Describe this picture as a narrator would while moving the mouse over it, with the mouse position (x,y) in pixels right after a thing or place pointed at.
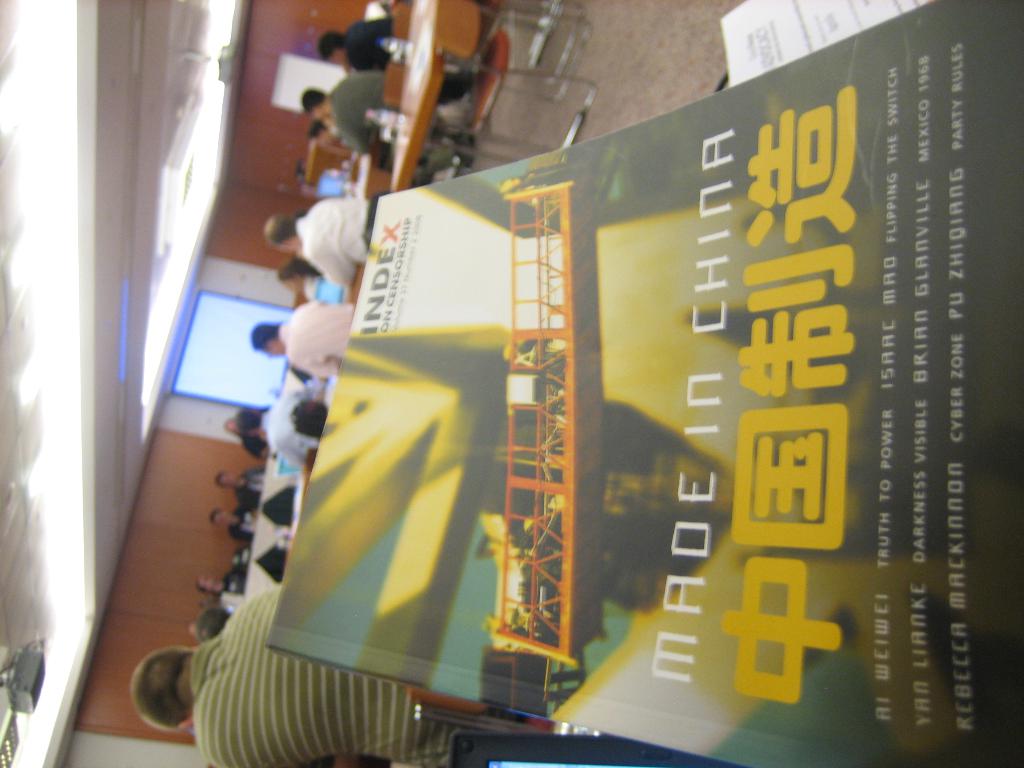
In this image we can see a few people (254,667) sitting on the chairs (395,69), there are bottles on the table (420,115), there is a book (646,317) and papers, there is a screen (221,346) on the wall (287,159), there are lights (200,115), a projector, also we can see the roof (2,488).
